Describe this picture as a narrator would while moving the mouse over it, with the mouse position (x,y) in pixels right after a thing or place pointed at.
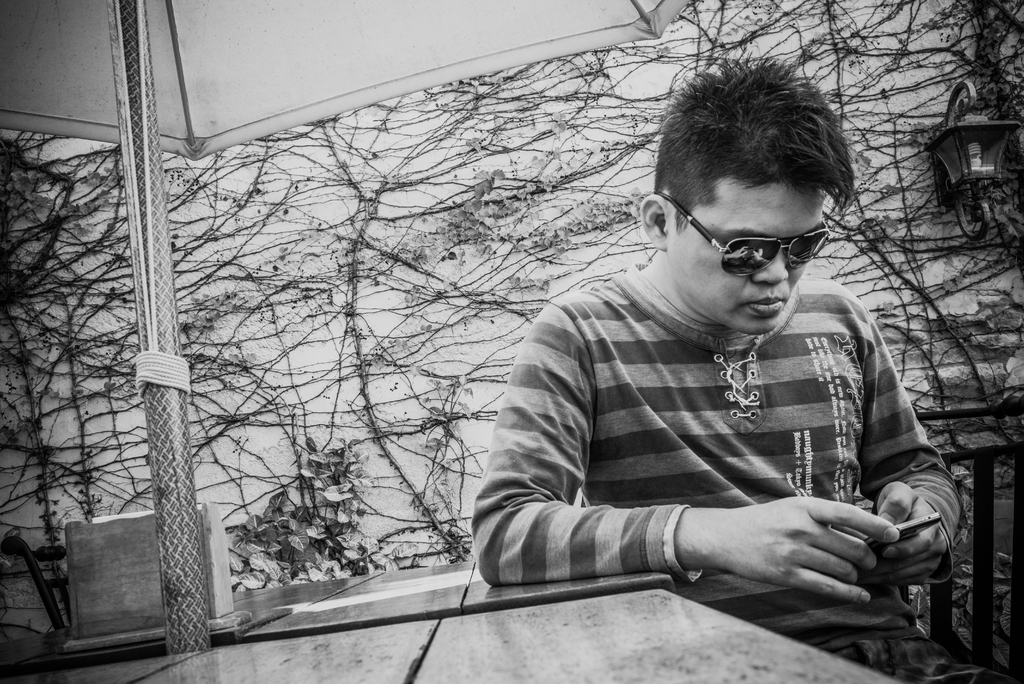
In this black and white image there is a person (784,434) sitting on the chair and he is using his mobile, beside him there is an object (146,547) on the table (501,634), above the table (545,653) there is a canopy (193,82). In the background (450,197) there are plants (343,517) on the wall (465,275). On the other side of the image there is a railing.
